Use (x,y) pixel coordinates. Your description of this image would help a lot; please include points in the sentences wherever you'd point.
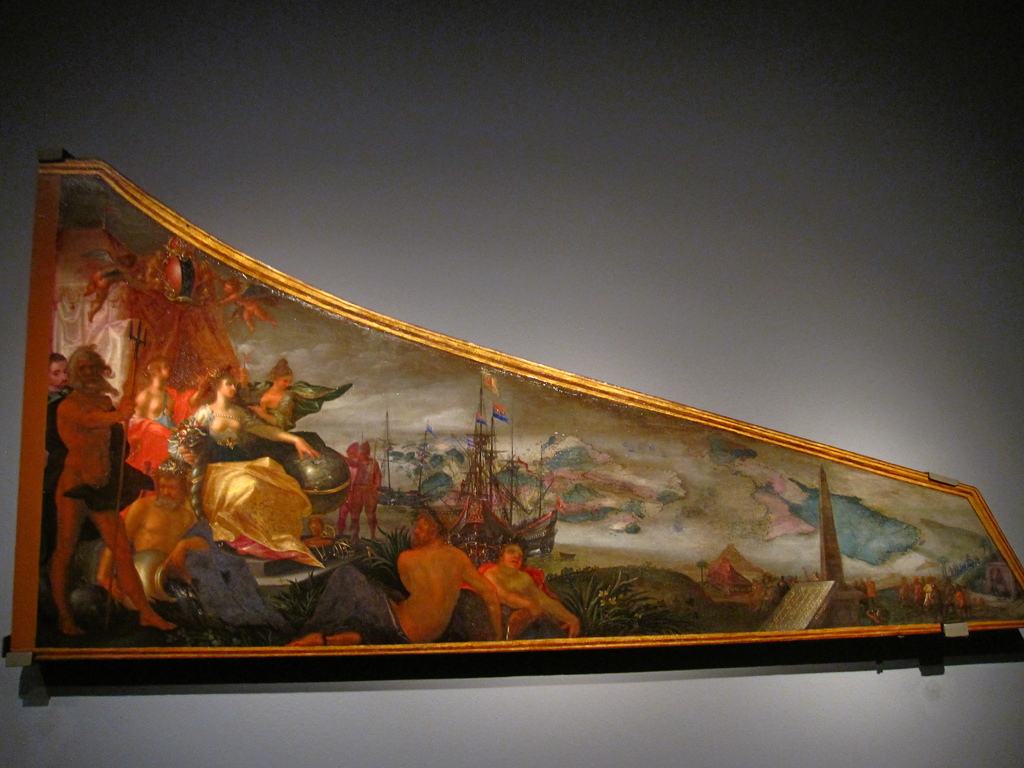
In this image in the center (641,470) there is one photo frame (578,450) on the wall (286,726).
